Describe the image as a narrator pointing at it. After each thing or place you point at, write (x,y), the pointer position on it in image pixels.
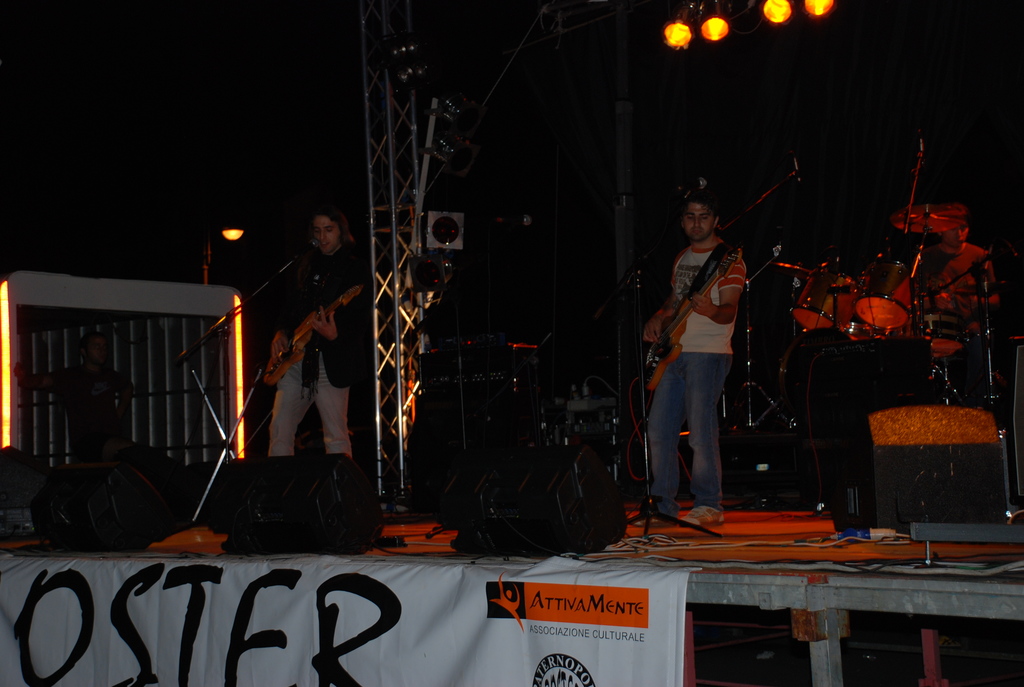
There are two persons (295,379) on the stage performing by playing musical instruments (296,347). In the background (82,341) there are few people (974,297) and musical instruments (939,352), poles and lights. In the front (351,647) there is a banner (415,646).
